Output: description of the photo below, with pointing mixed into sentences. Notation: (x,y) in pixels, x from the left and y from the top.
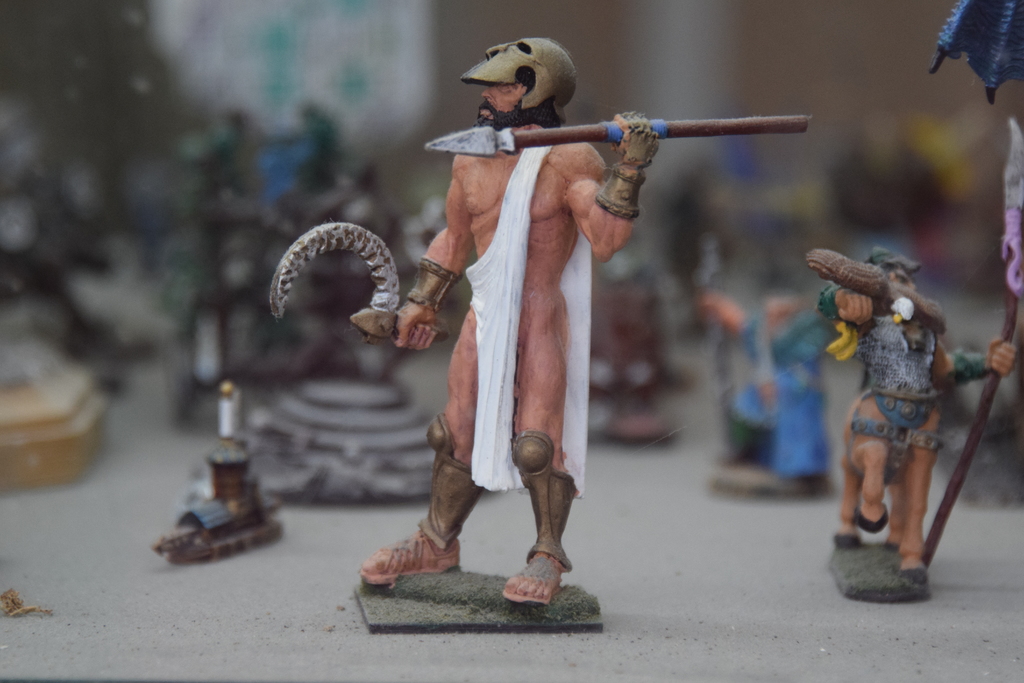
Here we can see toys (441,450) and there is a blur background (175,89).
